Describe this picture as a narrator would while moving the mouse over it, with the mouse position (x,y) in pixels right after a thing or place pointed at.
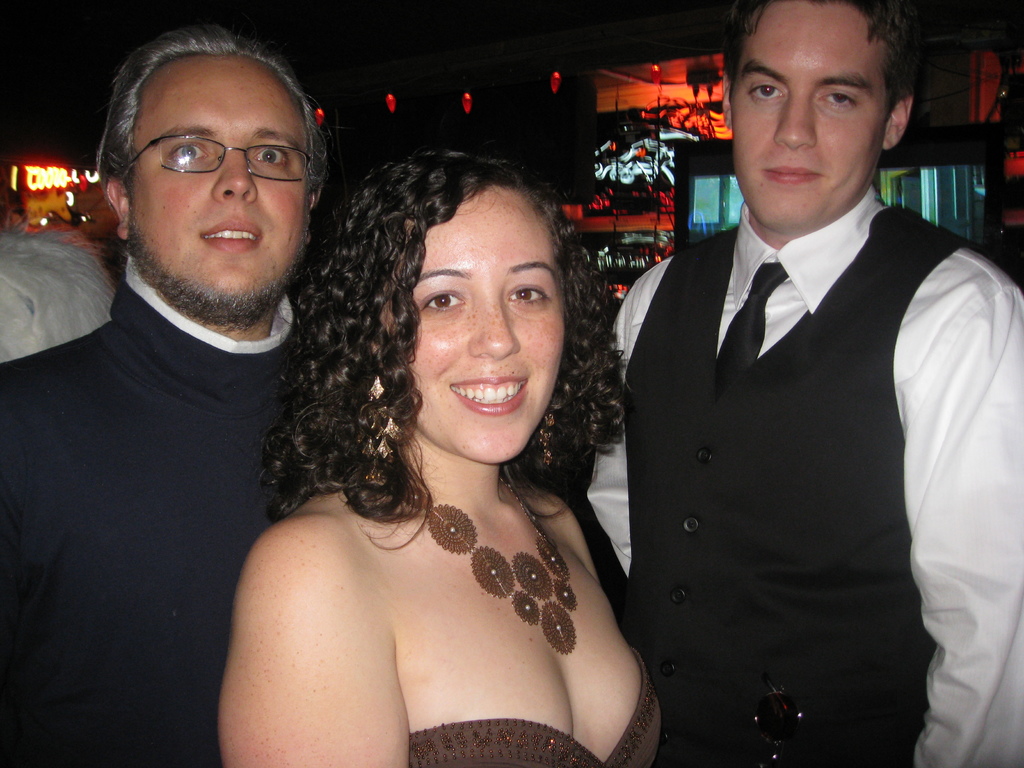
In this image, I can see two men (637,391) and one woman (525,573) standing and smiling. In the background (656,151), I can see a bar (658,188) with signs (669,169) and lighting (634,207).
